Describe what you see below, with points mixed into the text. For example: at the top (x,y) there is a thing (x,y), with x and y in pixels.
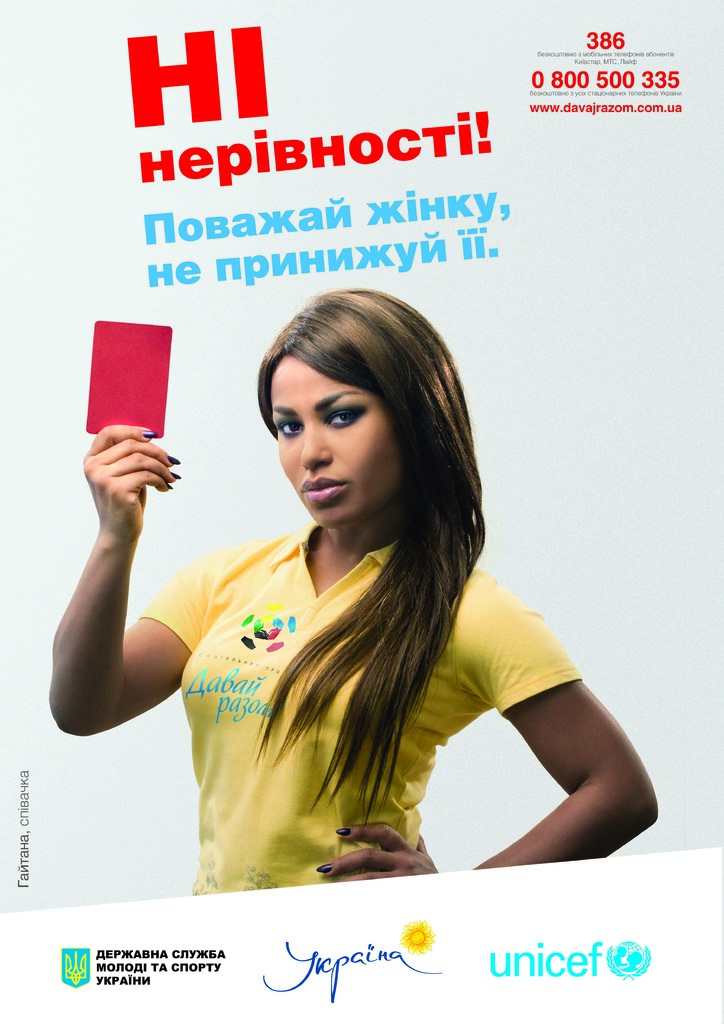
In this image a lady (407,683) wearing yellow t-shirt (264,605) is standing. She is holding a red card (156,367). On the top (259,117) something is written. In the bottom (118,964) there are logos (87,969) and text (105,969).
